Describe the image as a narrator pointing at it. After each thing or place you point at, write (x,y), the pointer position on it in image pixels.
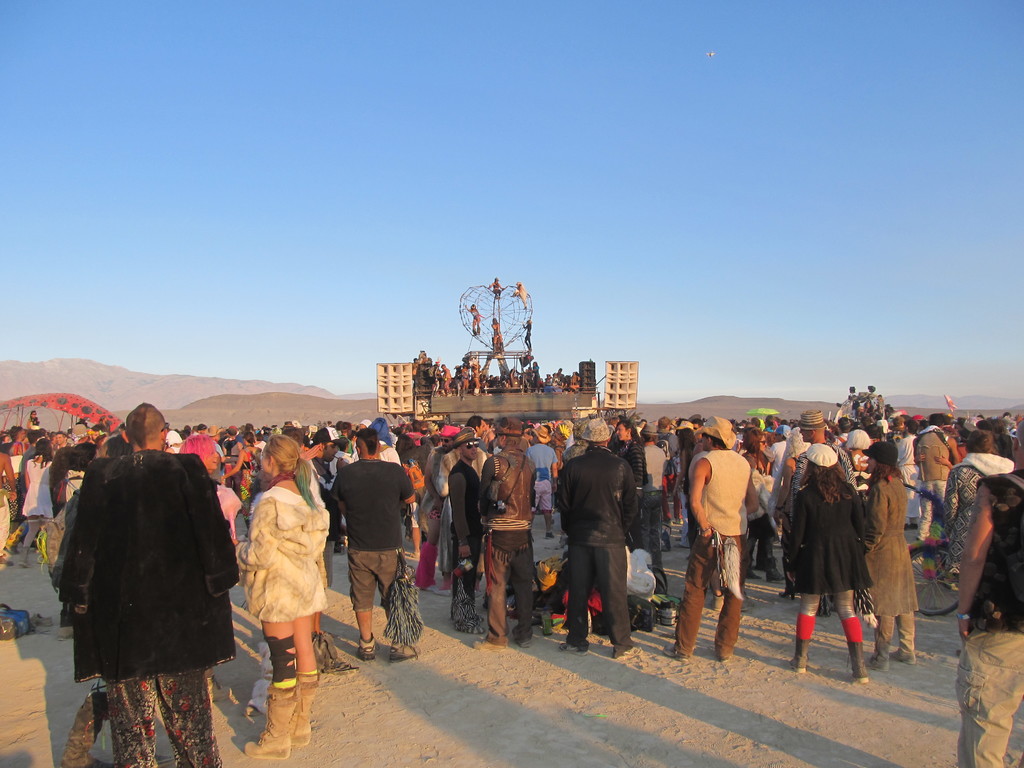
In this image there are many people (882,505) standing on the ground (537,717). There is sand (456,677) on the ground (711,677). Behind them there is a dais (499,396). There are many people (497,386) standing on the dais (519,394). There is a metal object (487,316) on the dais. There are people (500,339) standing and performing stunts on the object (480,350). In the background (190,381) there are mountains (813,409). At the top (389,169) there is the sky (364,181).
